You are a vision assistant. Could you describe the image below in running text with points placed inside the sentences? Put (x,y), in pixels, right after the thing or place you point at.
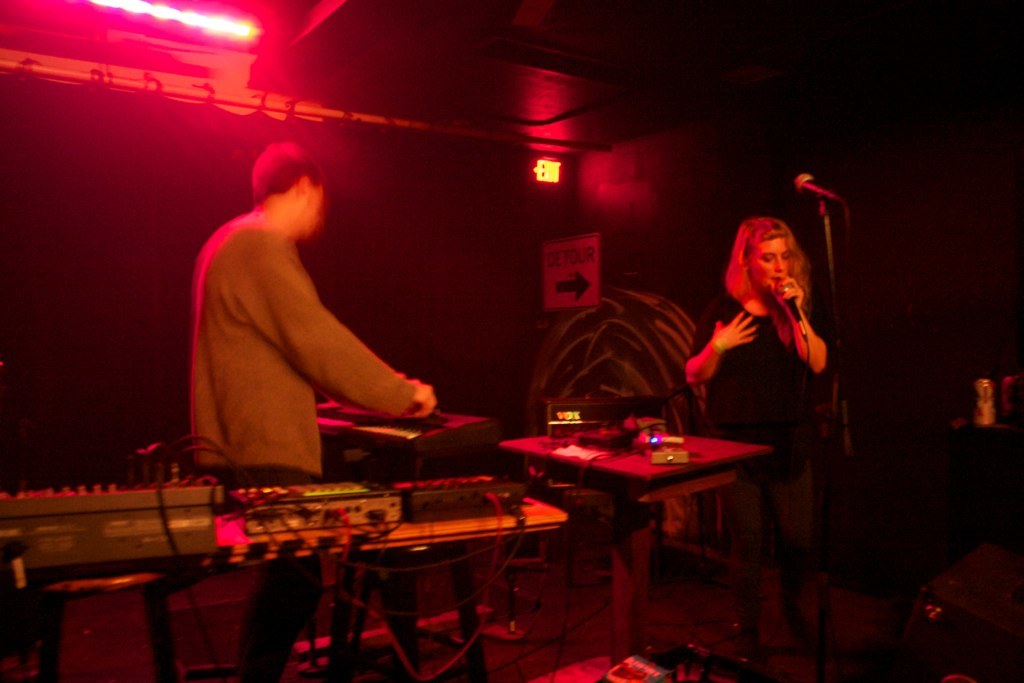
In the image there is a lady (800,331) standing and holding a mic (800,312) in her hand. And also there is stand (838,367) with mic (836,197). There is a man (275,329) standing. And also there are tables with many electronic devices (51,497). Behind them there is a wall (492,369) with sign board (550,279) and also there is a sign board (538,160) hanging. At the top of the image (196,9) there are lights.
